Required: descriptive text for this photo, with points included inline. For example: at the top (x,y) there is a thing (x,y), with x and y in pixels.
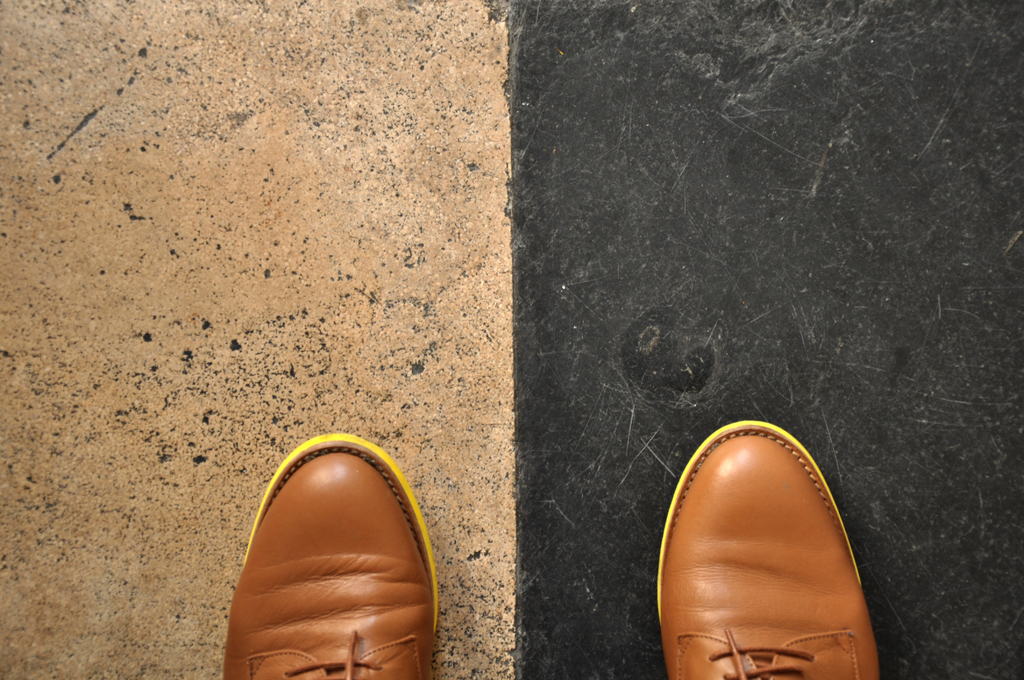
In this picture I can see shoes (344,587) on the ground (212,601).
